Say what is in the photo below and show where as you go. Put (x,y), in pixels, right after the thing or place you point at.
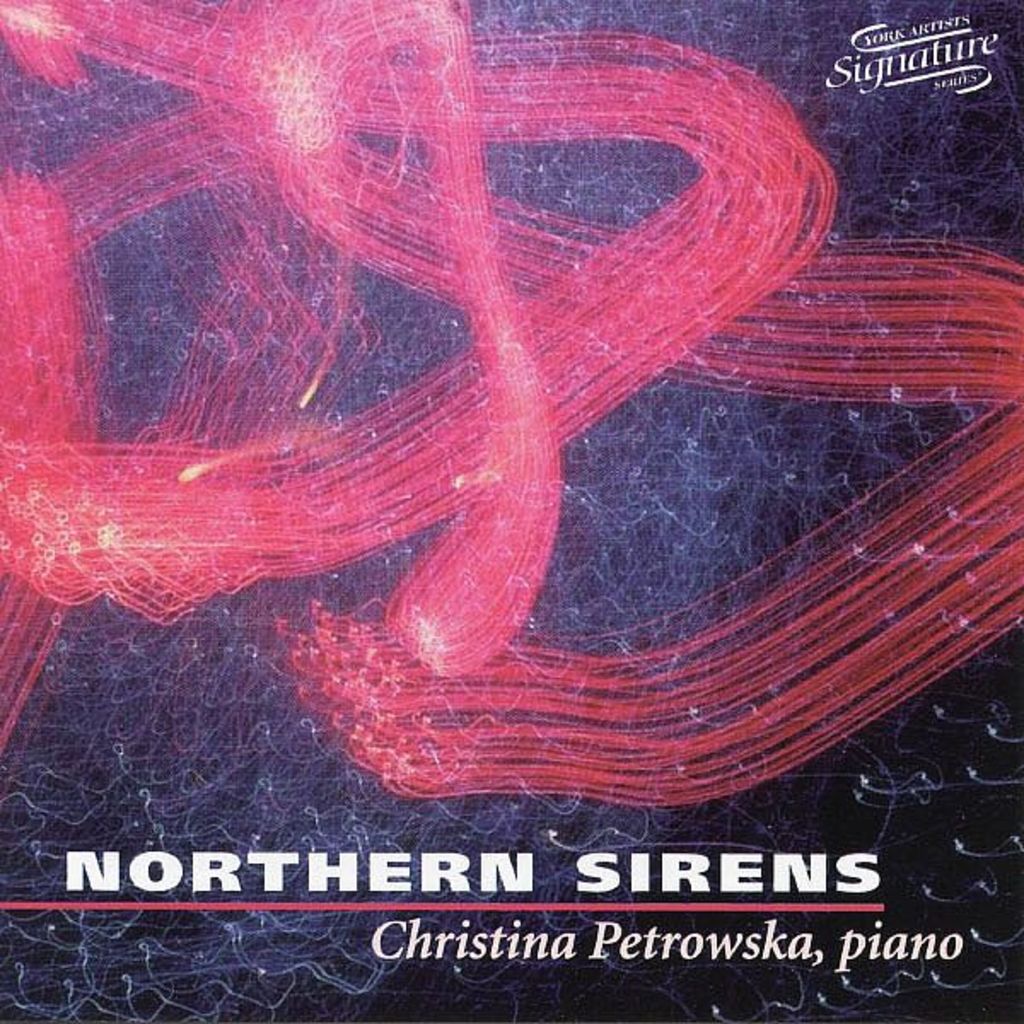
In this image we can see a poster (574,712), at the top (872,72) and bottom of the image (515,920) we can see some texts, also there is an image (452,444) in the middle (599,596).
